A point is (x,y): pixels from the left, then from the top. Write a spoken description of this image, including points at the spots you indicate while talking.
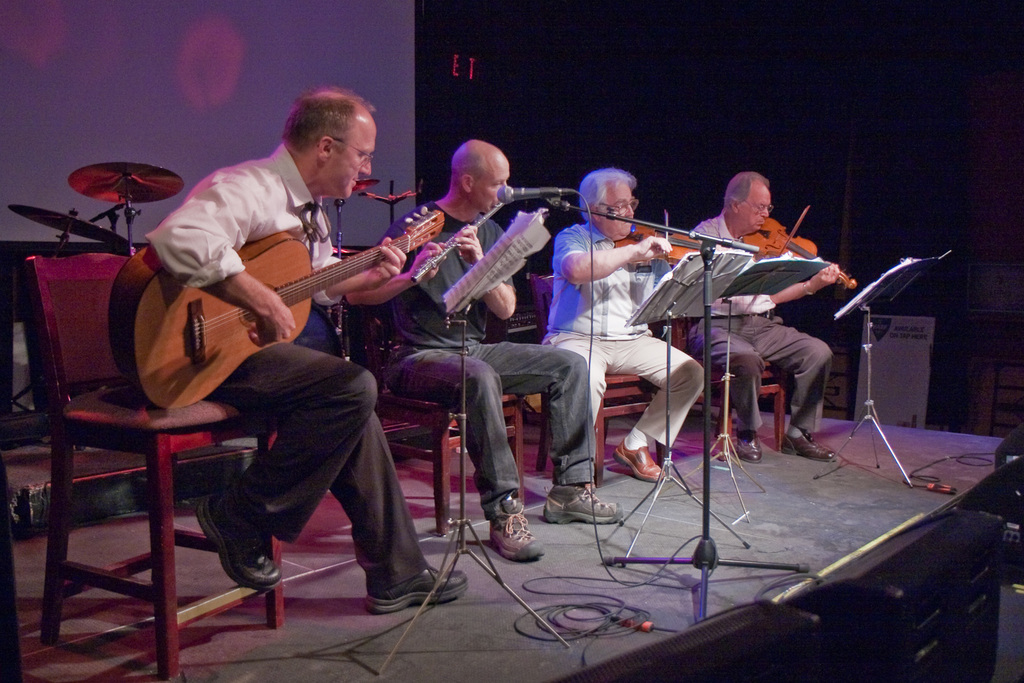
This is a picture where group of people (185,217) playing the instruments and at the back ground (33,182) there is drum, crash cymbals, a screen (57,149), chair (387,350), cables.
